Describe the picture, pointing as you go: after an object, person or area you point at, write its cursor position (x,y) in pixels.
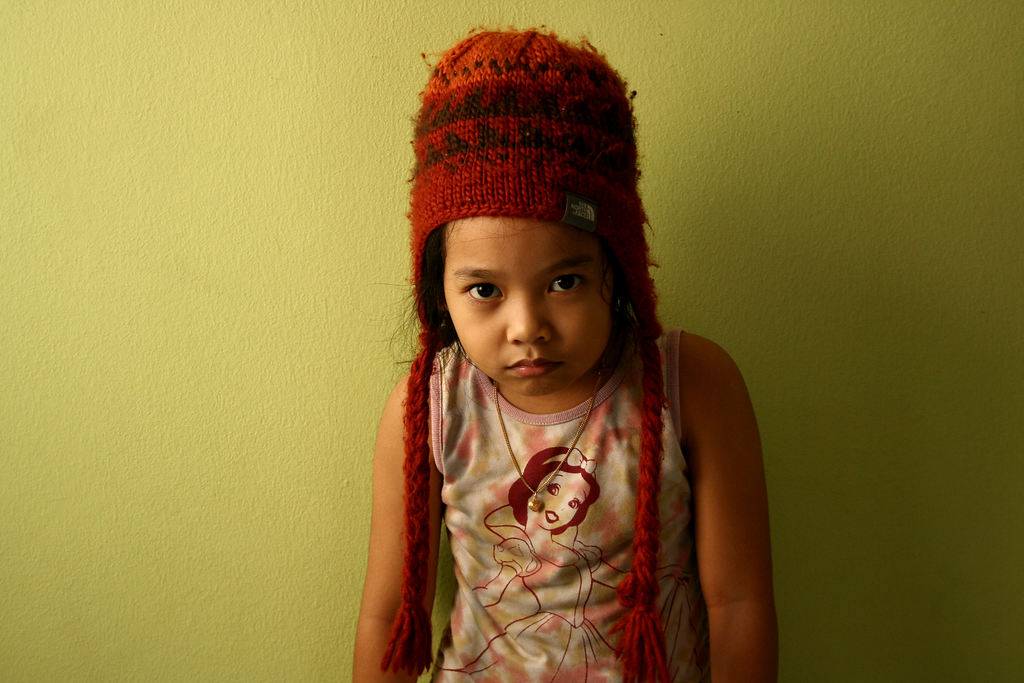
In this image, we can see a kid (549,541) is wearing a woolen cap (449,207) and watching. Background (358,8) we can see wall (322,31).
